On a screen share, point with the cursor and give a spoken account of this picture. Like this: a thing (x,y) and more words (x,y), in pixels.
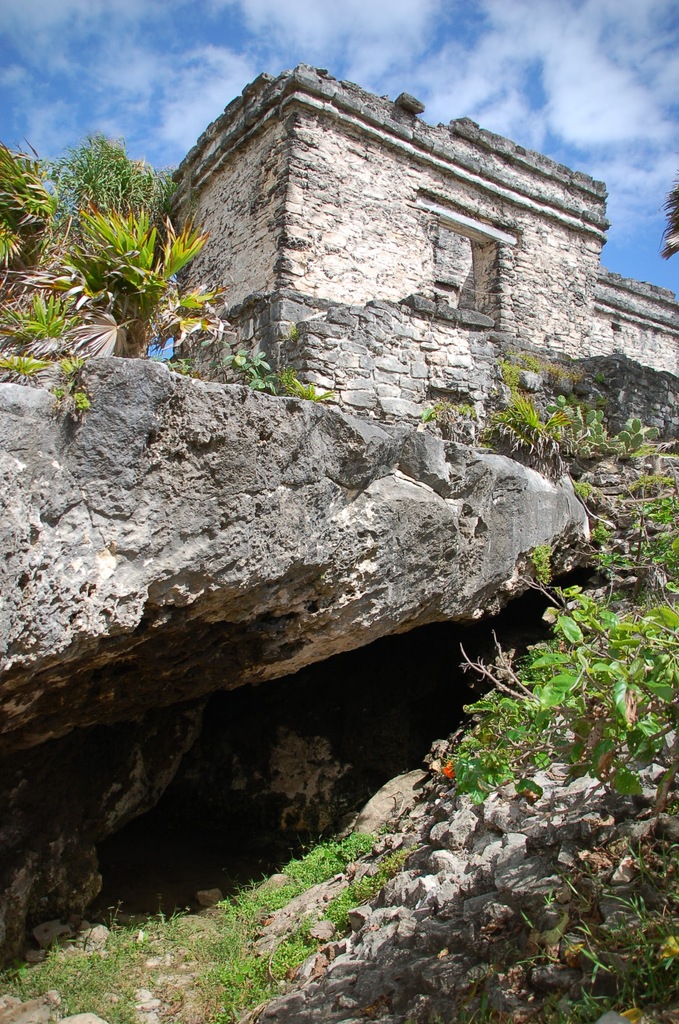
In this image we can see a building (434,312) on the rock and there are few plants (146,268) near the building (504,176) and there is the sky (502,50) with clouds (408,0) in the background (532,101).
